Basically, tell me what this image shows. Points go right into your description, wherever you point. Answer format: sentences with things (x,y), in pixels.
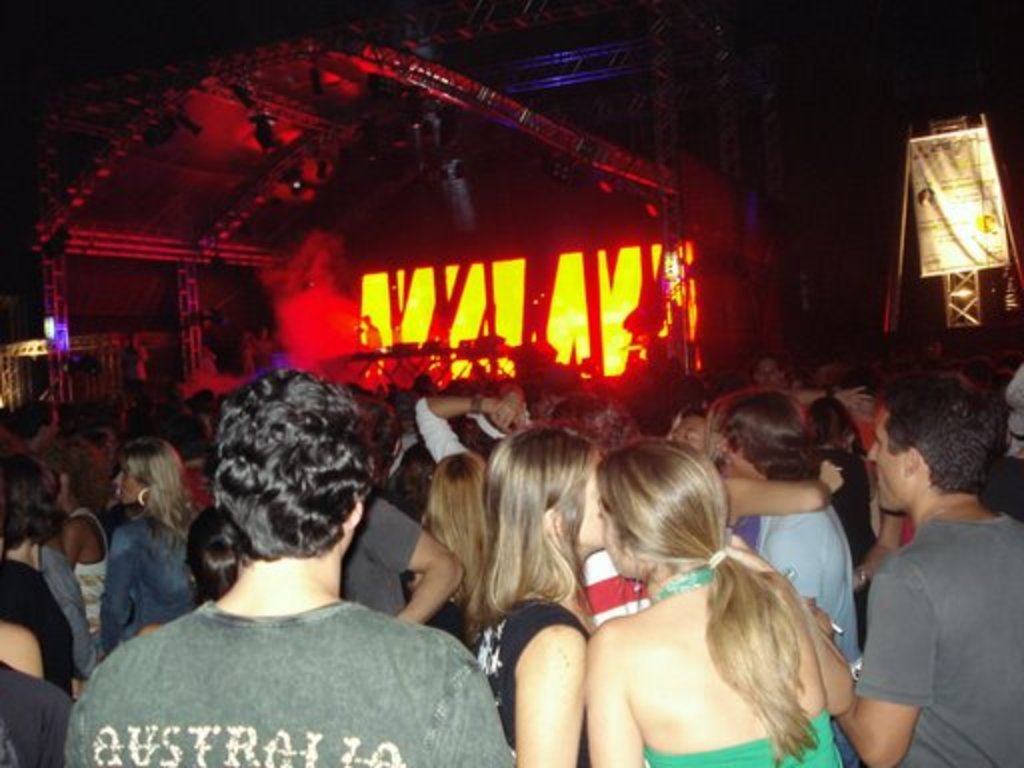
In the center of the image (552,456) we can see a few people (544,501) are standing and they are in different costumes (42,597). In the background (607,273), we can see a banner (979,232), lights (629,275) and a few other objects (156,223).
